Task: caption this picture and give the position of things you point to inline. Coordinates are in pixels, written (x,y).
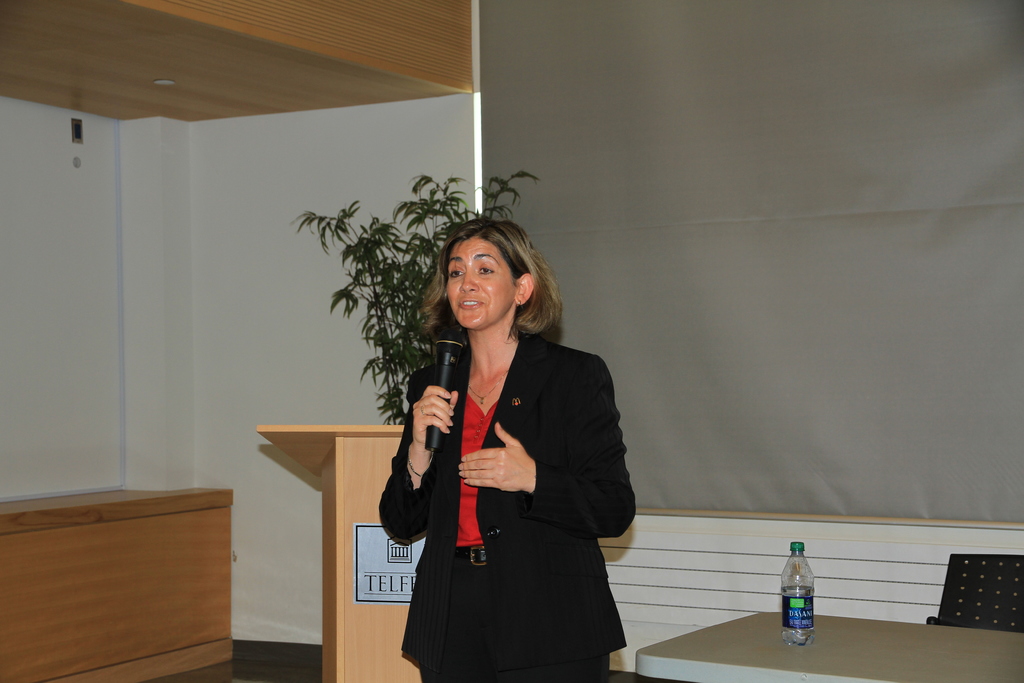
There is a woman (539,517) wearing black suit (536,518) is standing and speaking in front of a mic (446,339) and there is a wooden stand (363,488) behind her and there is a table (709,655) which has a water bottle (800,622) placed on it and the background (759,202) is grey in color.
